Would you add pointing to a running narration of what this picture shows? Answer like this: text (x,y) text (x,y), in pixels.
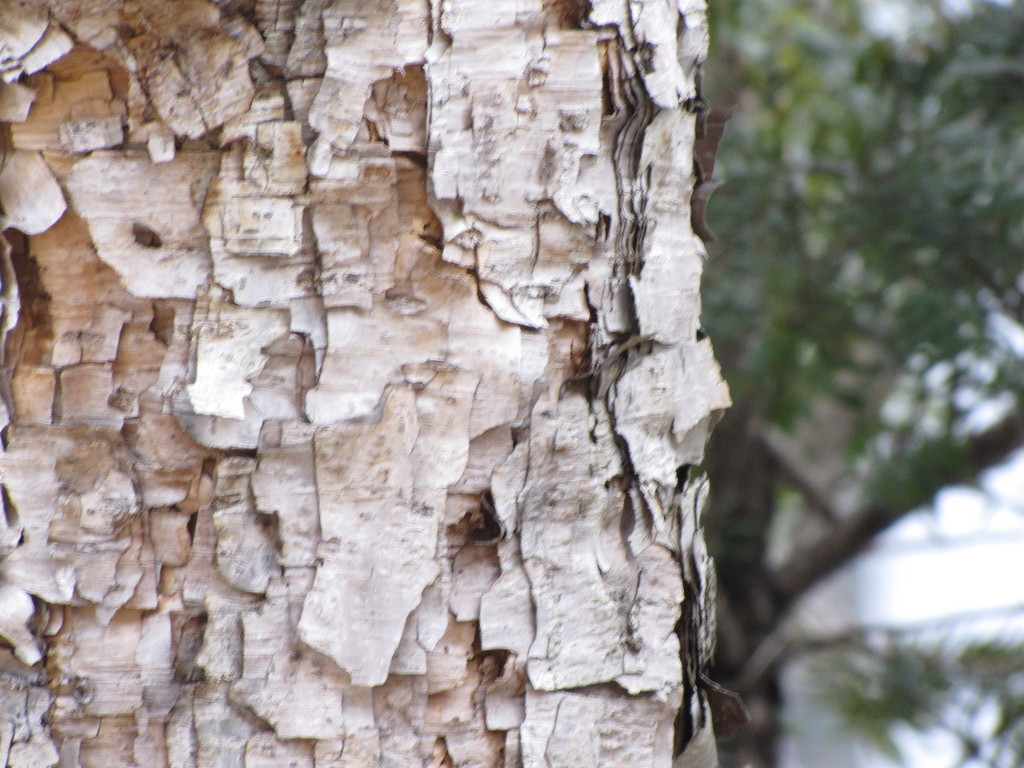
In the picture I can see trees (790,428). The background of the image (934,663) is blurred.
